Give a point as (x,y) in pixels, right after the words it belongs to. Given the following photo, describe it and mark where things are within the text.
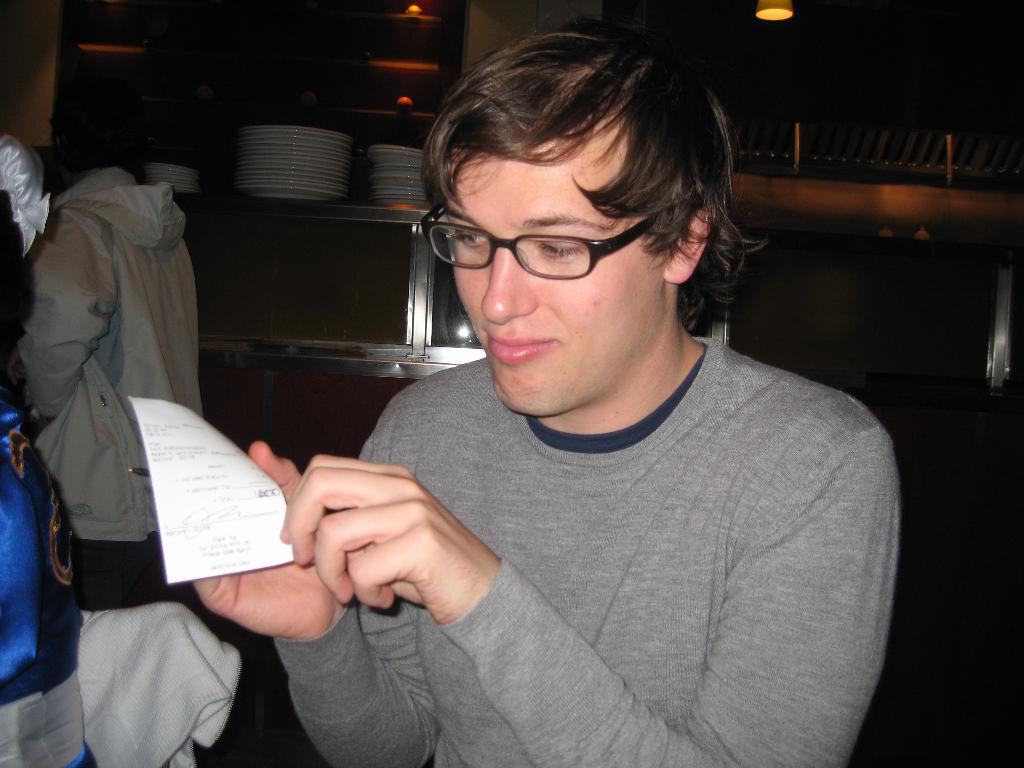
In this image we can see a man (544,597) who is wearing grey color t-shirt (579,612) and holding paper (211,513) in his hand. Background (310,304) rack (307,281) is there. In rack (363,209) plates (322,169) are arranged. Left side of the image (75,287) people (48,377) are standing.
